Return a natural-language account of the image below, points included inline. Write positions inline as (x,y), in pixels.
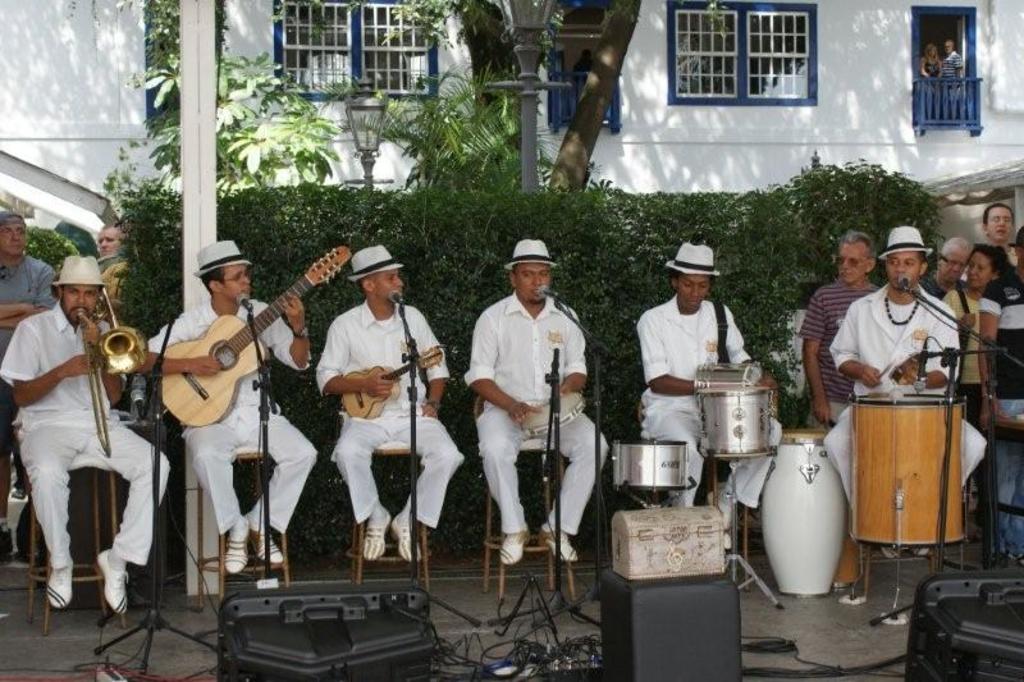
In this image i can see few man (855,369) sitting and playing musical instrument (177,392) at the back ground (984,282) i can see few other persons (968,299) standing, a tree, a wall (641,184) and a window (694,87).
